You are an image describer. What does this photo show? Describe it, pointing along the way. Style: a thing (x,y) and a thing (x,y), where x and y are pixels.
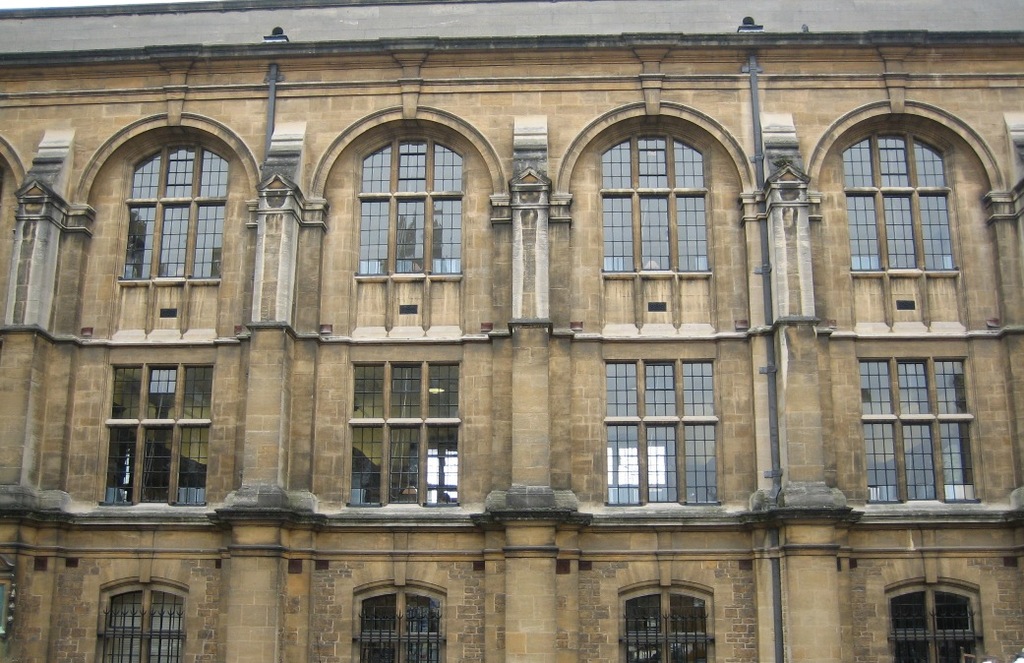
In this picture we can see a building (652,177), we can see windows (891,266) and glasses (455,180) of this building (476,338), we can also see pipes (756,97).
